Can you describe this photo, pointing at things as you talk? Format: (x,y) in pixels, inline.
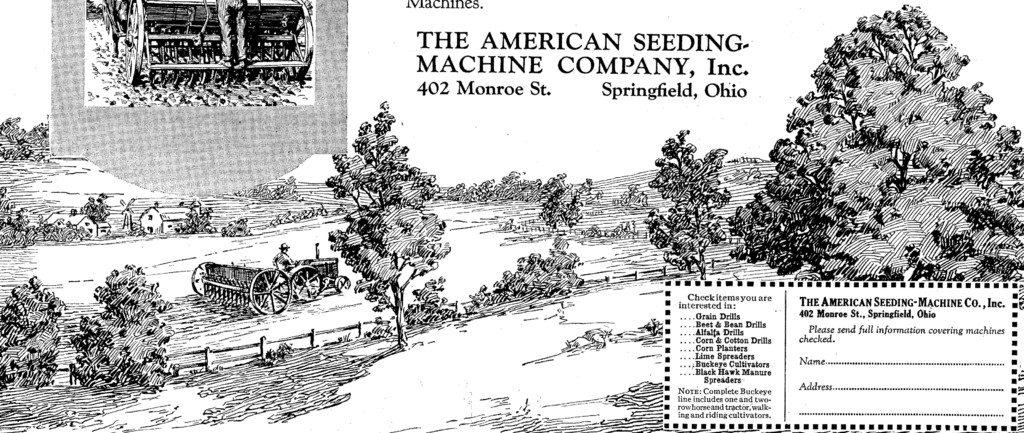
This image consists of a poster (386,135). This is a black and white picture. In this image, I can see few trees (436,243), some vehicles (210,276) and some houses (82,222) and also there is some text (604,88).
